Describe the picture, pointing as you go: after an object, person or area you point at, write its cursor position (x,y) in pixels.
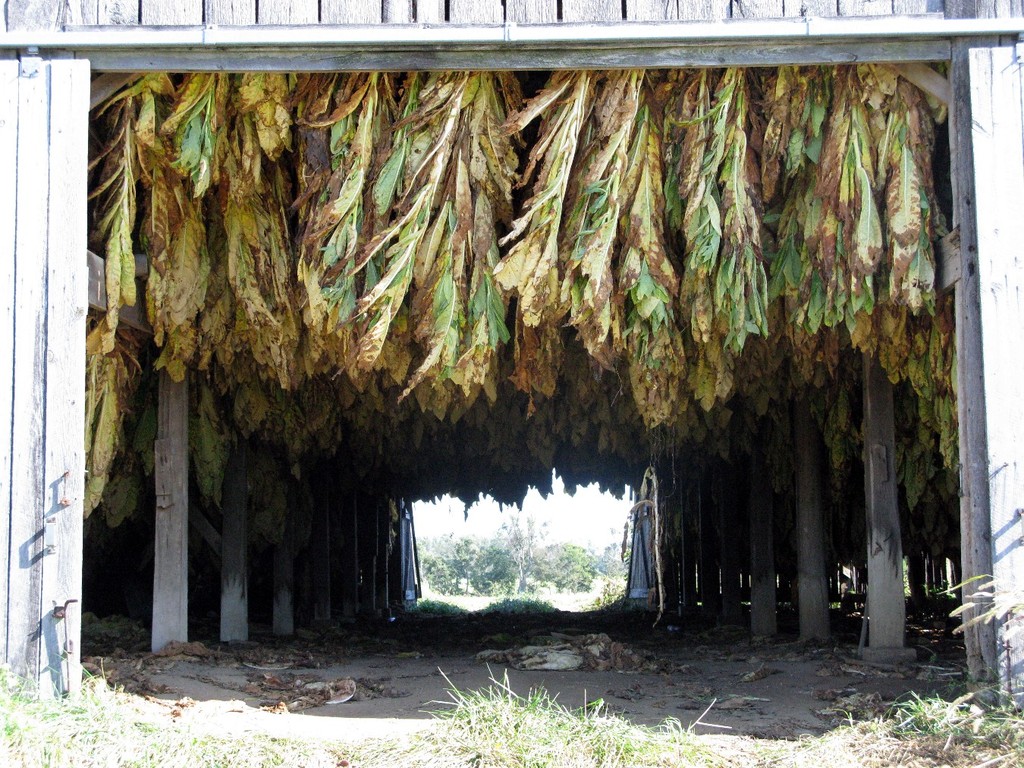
In this image, we can see wooden wall (989,295). There are leaves (733,333) in the middle of the image (664,329). There are pillars (175,460) on the left (192,459) and on the right side of the image (818,472).
